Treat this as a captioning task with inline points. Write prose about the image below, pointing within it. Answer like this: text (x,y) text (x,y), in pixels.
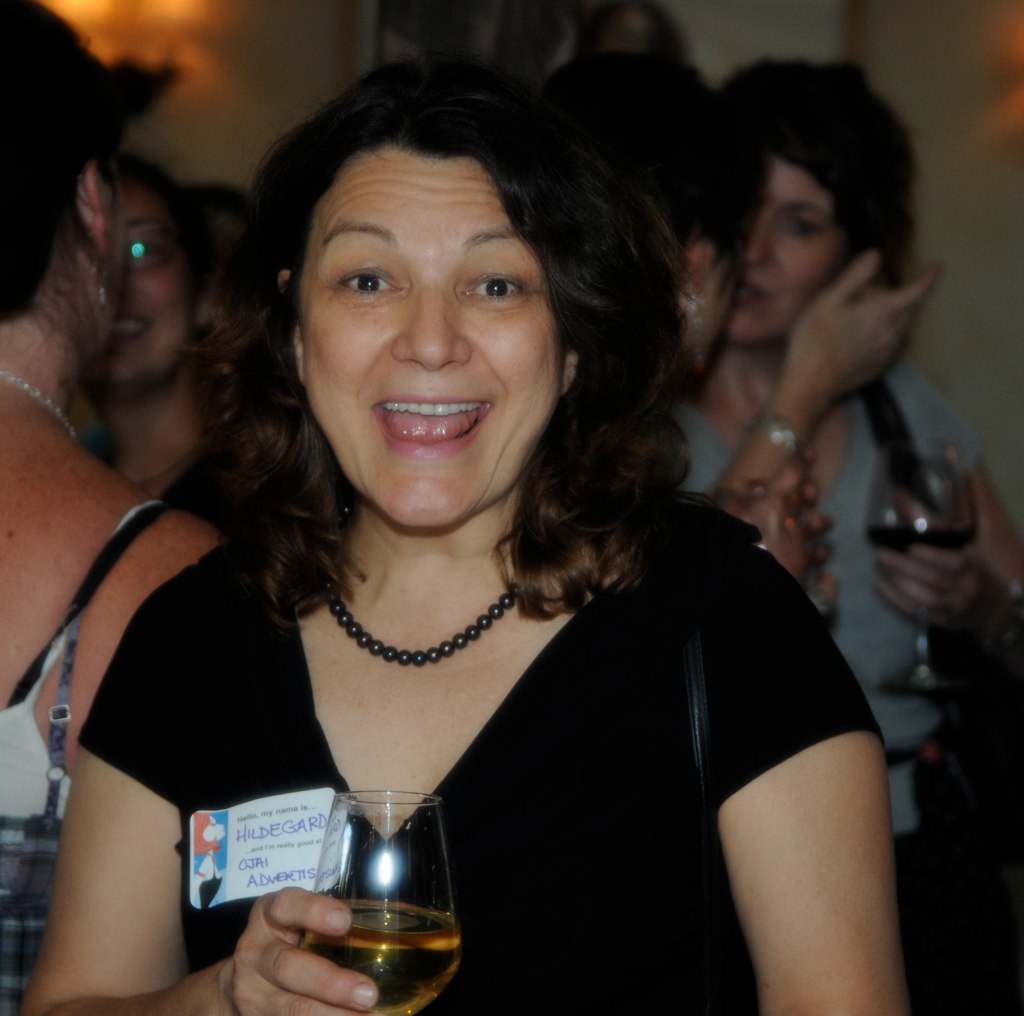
There are group of persons (645,382) in this image at the foreground (342,722) there is a woman (720,741) wearing a black color T-shirt (679,528) standing and holding a wine glass (395,891) and at the backside of the image (29,373) there are group of lady persons (859,336) and at the right side of the image (912,453) there is a lady person (985,534) holding a wine glass (914,500).
